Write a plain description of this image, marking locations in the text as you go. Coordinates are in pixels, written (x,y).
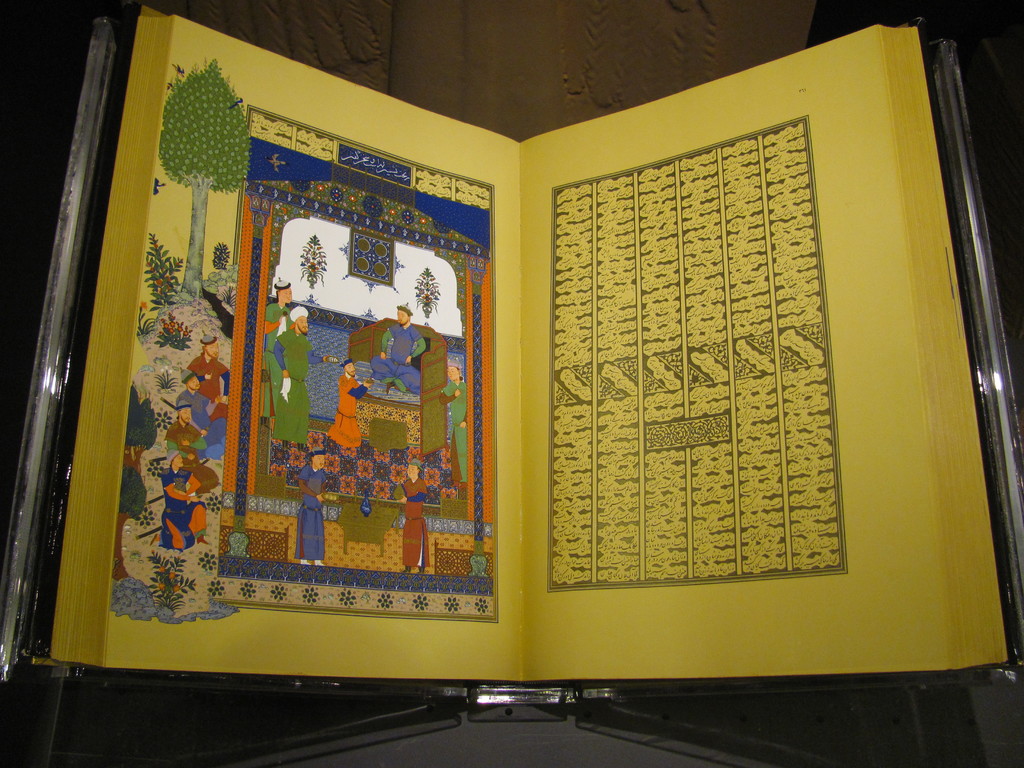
In this image we can see a book (579,455) with some text (657,374) and drawings (342,357) in it.
